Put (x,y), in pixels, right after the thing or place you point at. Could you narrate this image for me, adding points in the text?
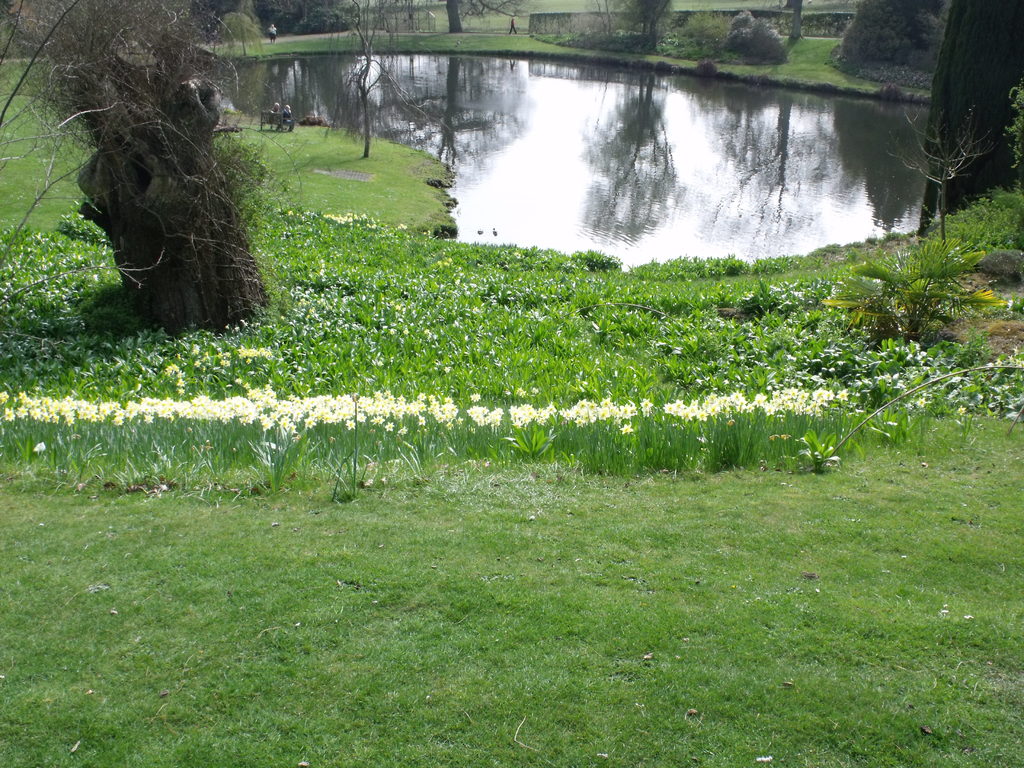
In this image I can see there are flower plants (302,393) in the middle (521,426). At the top (555,146) there is the pond (556,156) and there are trees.
